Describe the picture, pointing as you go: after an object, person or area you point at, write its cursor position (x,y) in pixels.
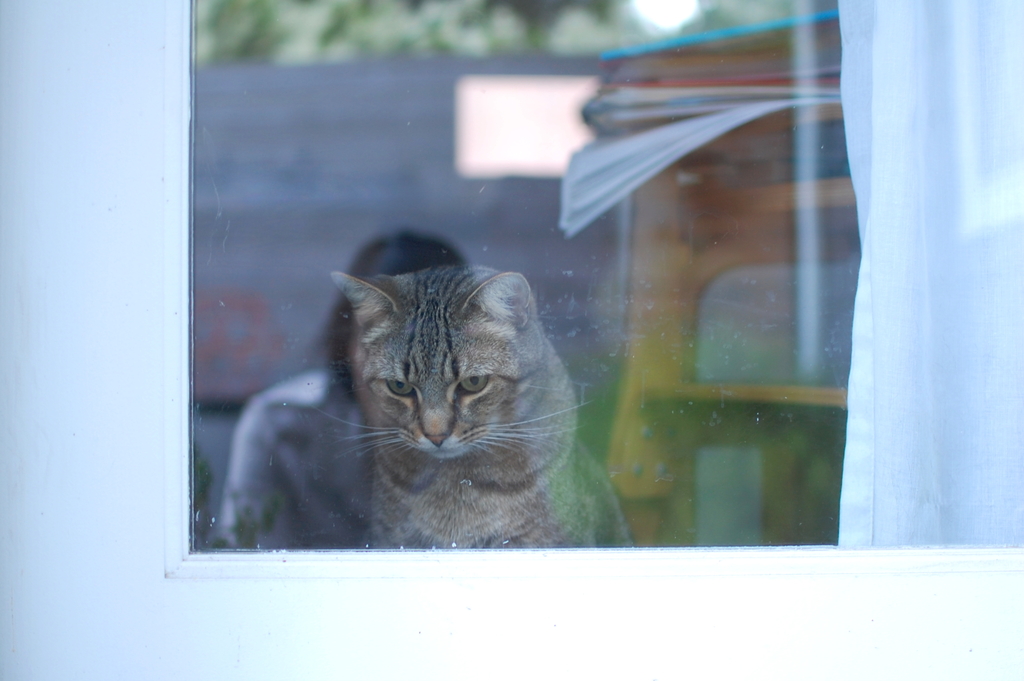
In the foreground of this image (440,511), there is a cat (418,485) and it seems like it is behind a window (399,548) which is having a white curtain (942,332) on the right (945,286). Behind it, there is an object (686,193) on which there are papers (631,156). Beside it, there is a woman (354,413) and the background (487,27) image is blur.
